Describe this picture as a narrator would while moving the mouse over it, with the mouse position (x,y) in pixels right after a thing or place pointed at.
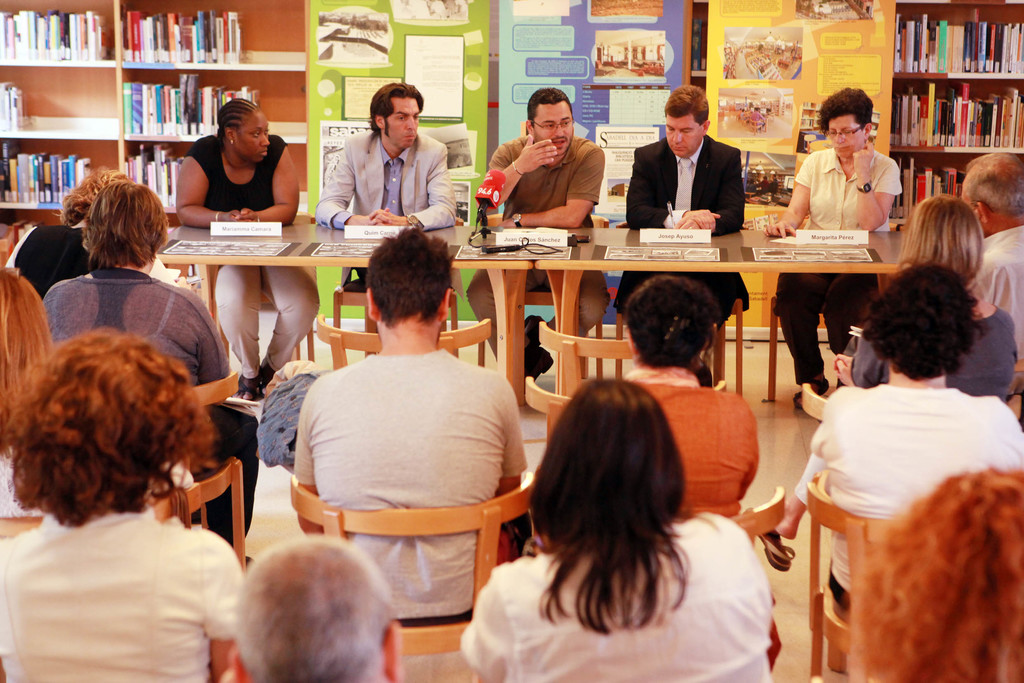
In this picture I see few people (284,166) seated on the chairs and I see papers (663,259) and few name boards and a microphone (483,184) on the tables (901,242) and I see a man (528,186) speaking with the help of a microphone (494,196) and on the back of them I see few books (185,86) in the bookshelves (240,33) and advertisement boards (729,48) and in the front of them I see few people (672,507) seated on the chairs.
